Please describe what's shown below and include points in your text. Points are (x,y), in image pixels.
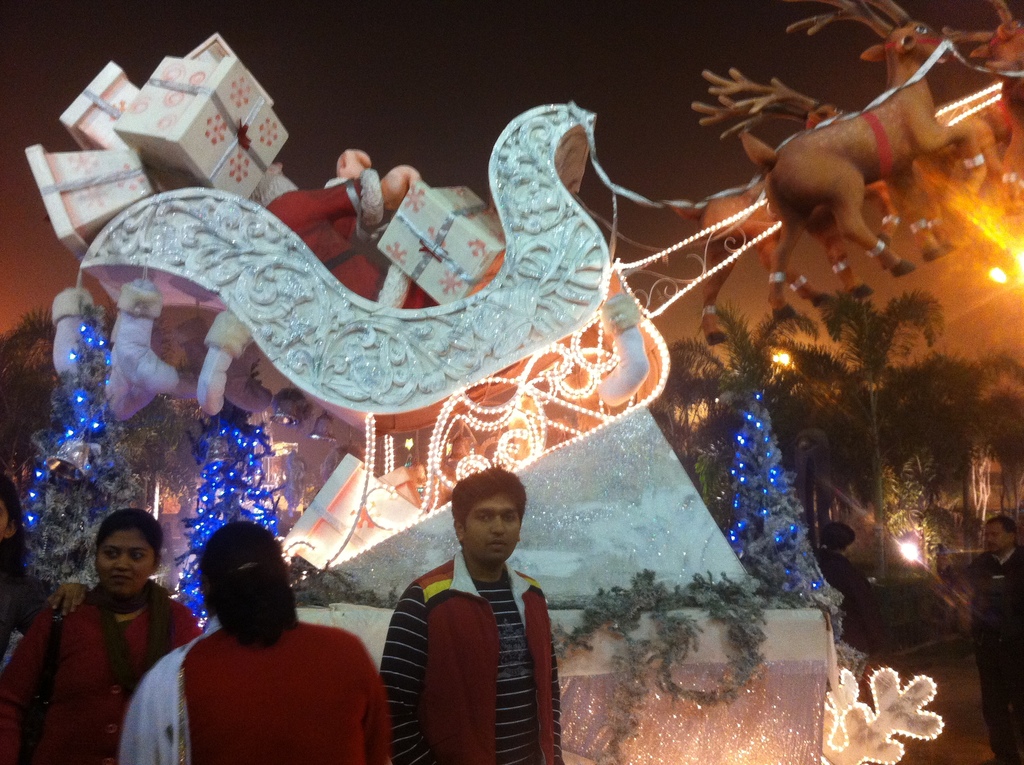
In the image we can see there are people (243,643) standing and wearing clothes (144,675). Here we can see Christmas trees (221,495) and on the tree (786,514) there are lights (204,489). Here we can see Christmas cart (390,385), on it there is a sculpture (382,270) of Santa (382,270). Here we can see boxes (224,125) and sculpture (857,173) of animals (839,140). We can even see lights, trees (793,351) and the dark sky (419,49).
